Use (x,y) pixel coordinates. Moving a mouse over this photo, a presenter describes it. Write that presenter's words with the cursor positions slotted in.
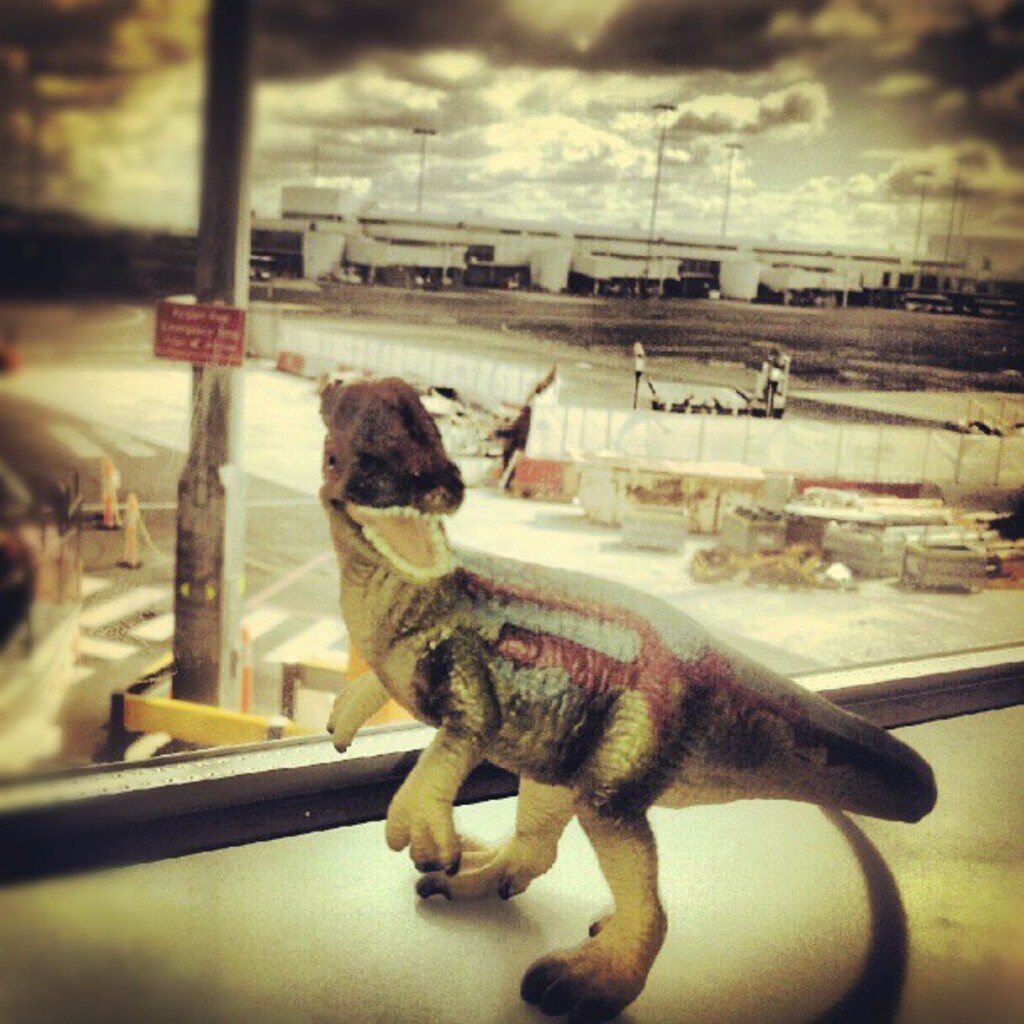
In this picture there is a toy dinosaur (700,699) in the center of the image (564,679) and there is a window (605,212) in the center of the image (509,398), there are buildings (438,226), poles (655,195), and posters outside the window (315,181).
